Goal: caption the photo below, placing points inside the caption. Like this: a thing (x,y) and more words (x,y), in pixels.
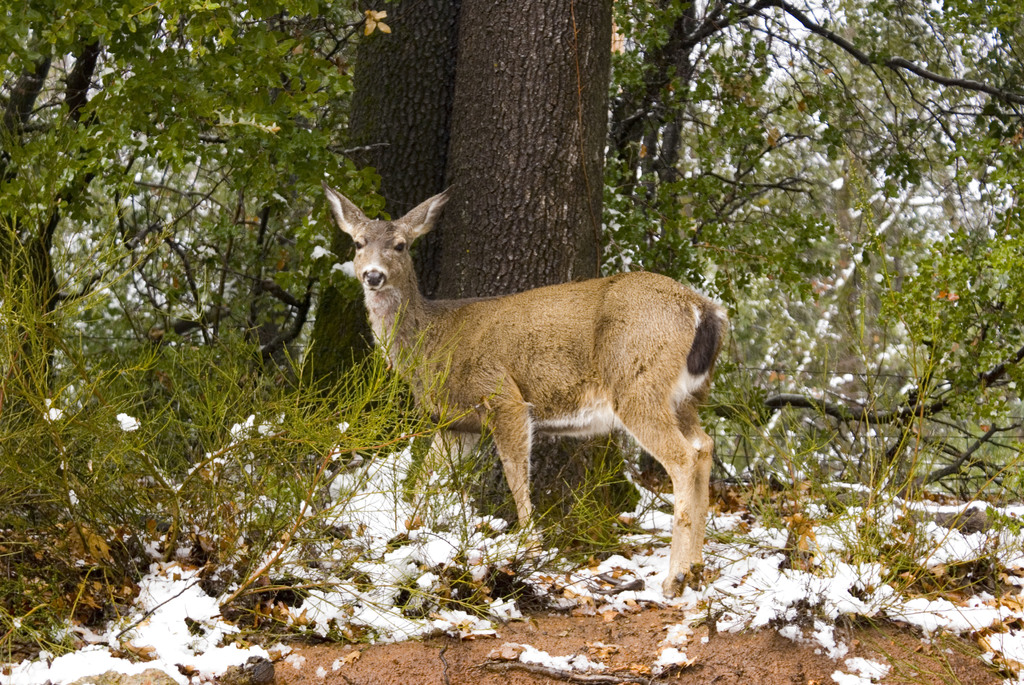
In this image we can see an animal (692,524) on the ground (715,522). We can also see the bark (493,490) of the trees (504,175), a group of trees (734,312) and the sky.
